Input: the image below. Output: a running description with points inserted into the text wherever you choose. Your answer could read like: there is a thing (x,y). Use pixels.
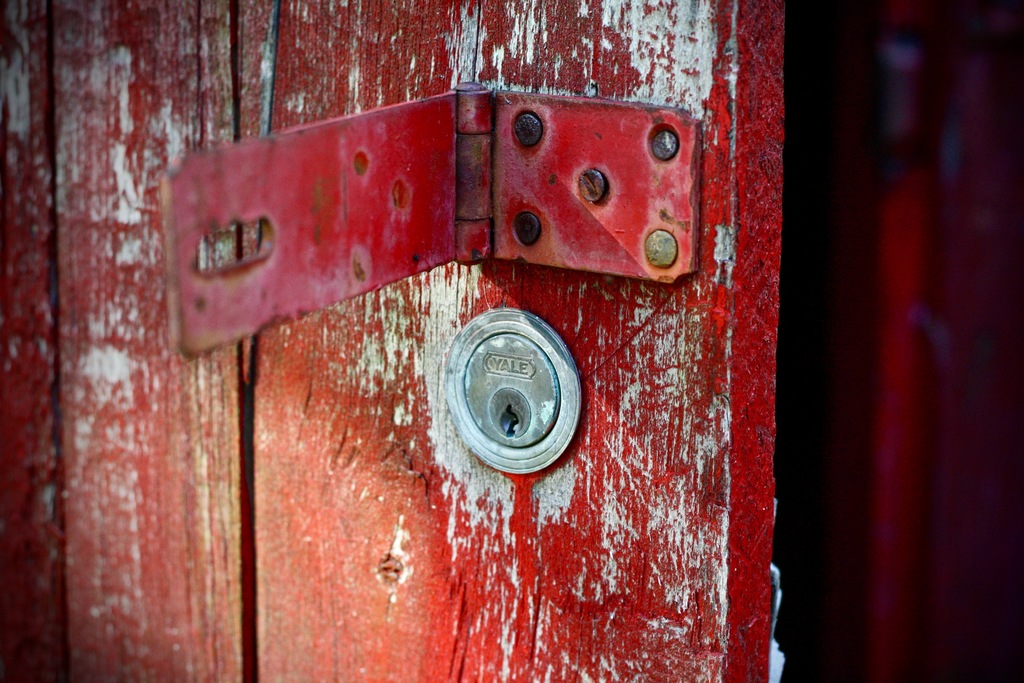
In the image there is a wooden door (110,210) with red and white painting (135,176). On the door (155,557) there are locks (490,360) and also there are screws (528,229).
